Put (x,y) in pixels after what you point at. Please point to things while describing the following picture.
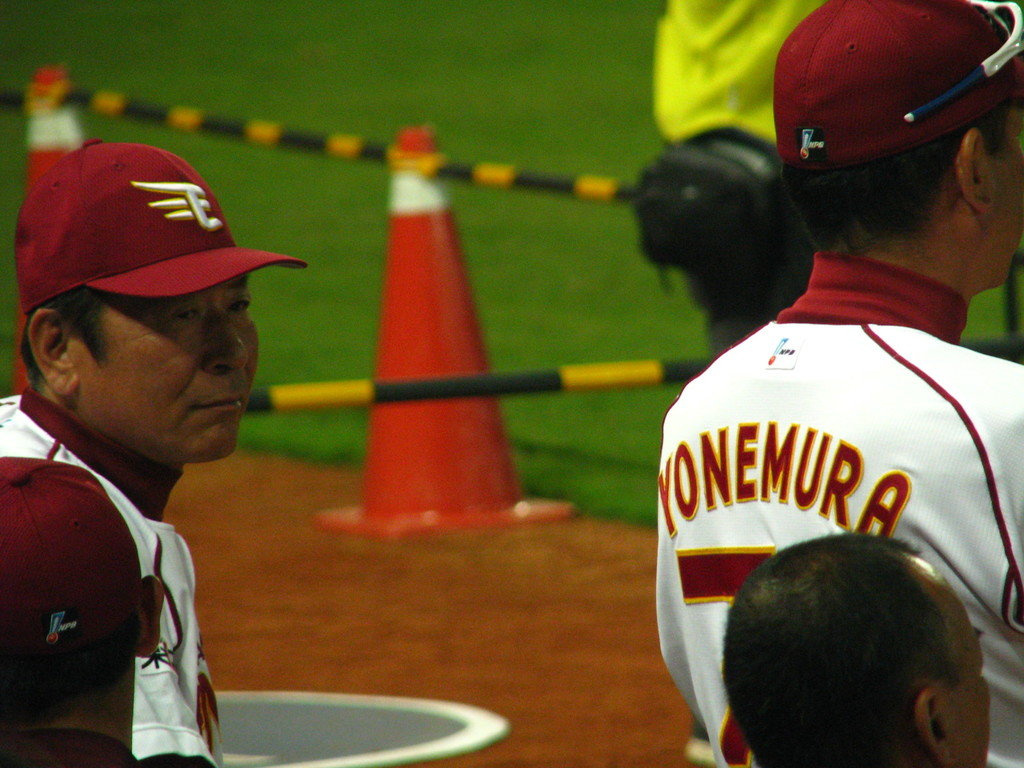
In this picture we can see few people (855,497), two persons (704,415) in the front (826,406) wore caps (842,128), in the background (436,86) there is grass (396,70), we can see two rods (431,386) and a traffic cone (436,319) in the middle (429,312).
